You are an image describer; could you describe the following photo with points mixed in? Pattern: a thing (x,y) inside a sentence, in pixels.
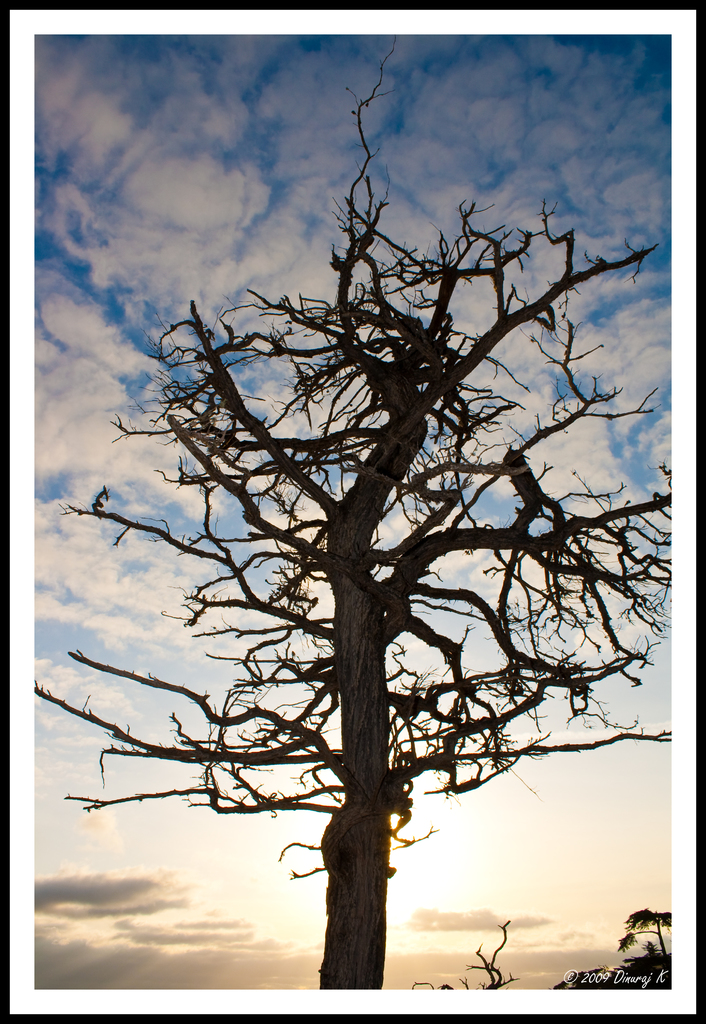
In this image, we can see some trees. We can also see the sky (266,550) with clouds (410,112). We can also see some text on the bottom right corner (624,986).
